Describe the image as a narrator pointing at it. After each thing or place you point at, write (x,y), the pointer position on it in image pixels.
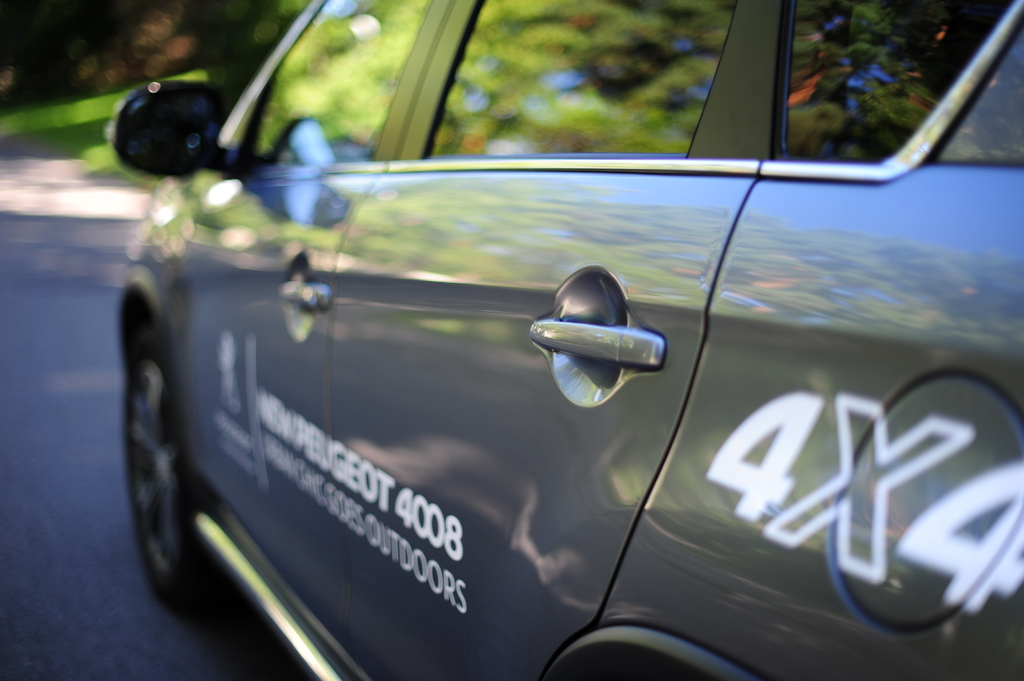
In the image there is a car (174,504) on the road (11,411).
